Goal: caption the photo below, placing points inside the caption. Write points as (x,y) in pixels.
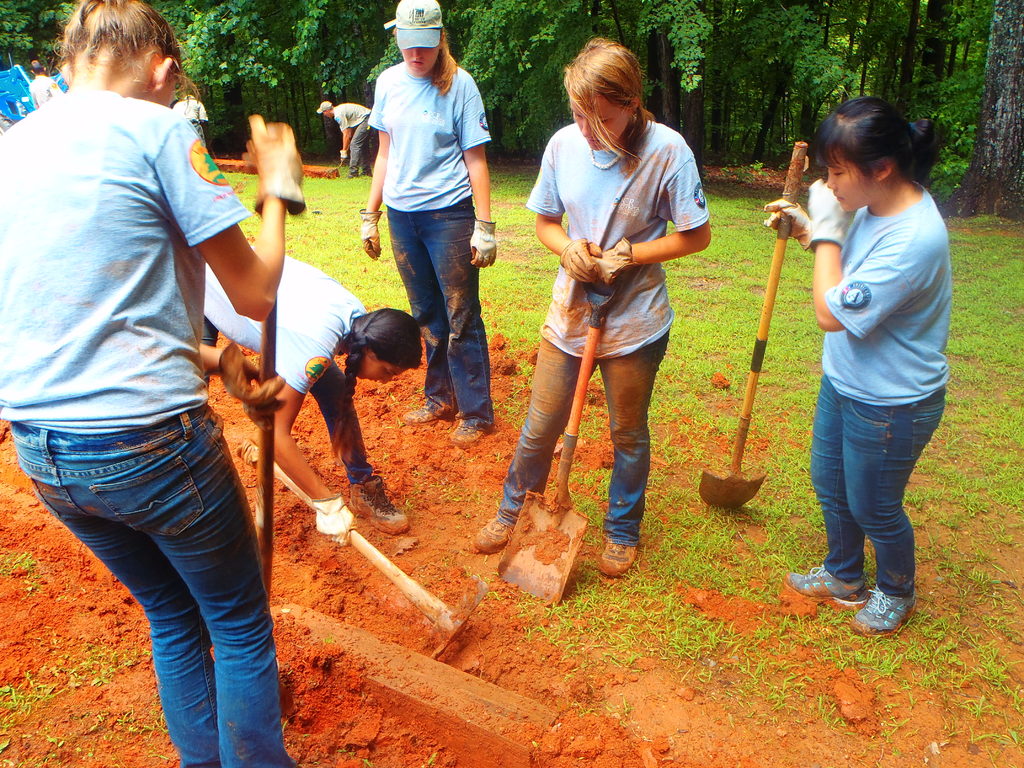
In this picture I can see there are some people (906,605) digging the ground (698,592) and they are holding some equipment (790,176) and in the backdrop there are some other people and there are trees (706,60).
